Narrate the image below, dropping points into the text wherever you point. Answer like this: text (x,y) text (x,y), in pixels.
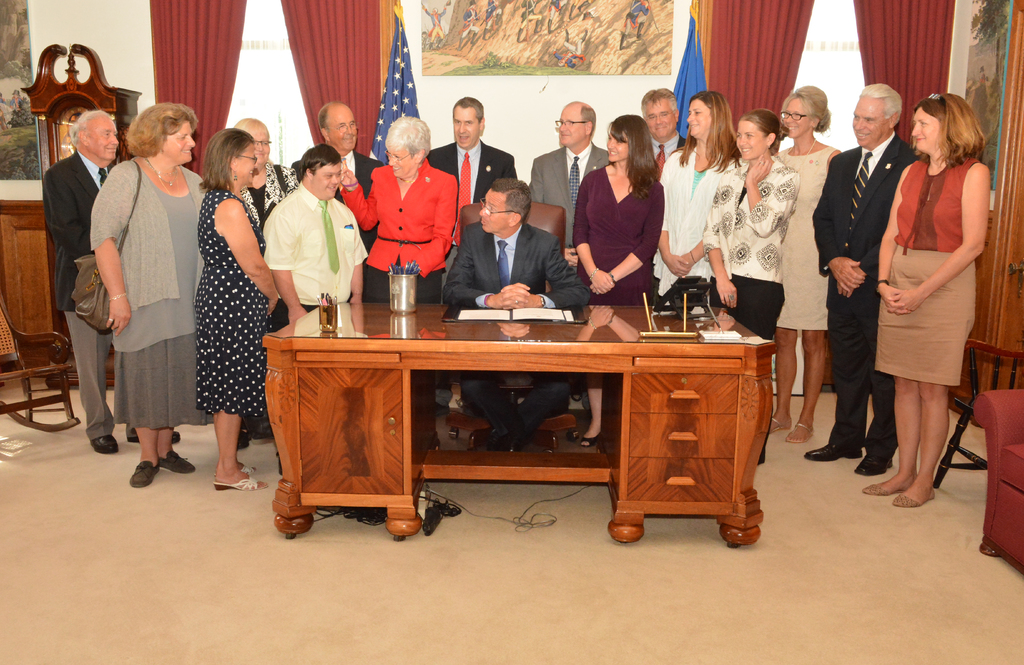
a person (506,241) is seated on a brown chair (553,232) wearing a suit (537,282). in front of him there is a table (427,344) on which there are pen stand (407,305), file (539,316). below the table (518,356) there are wires (449,504). behind him many people (703,170) are standing. behind them there is a white wall (605,116) on which there are red curtains (761,17). in front of the wall (433,80) there are 2 flags (696,62). at the left (60,107) there is a clock (55,139). at the right (1002,424) there are chairs (1010,493).
